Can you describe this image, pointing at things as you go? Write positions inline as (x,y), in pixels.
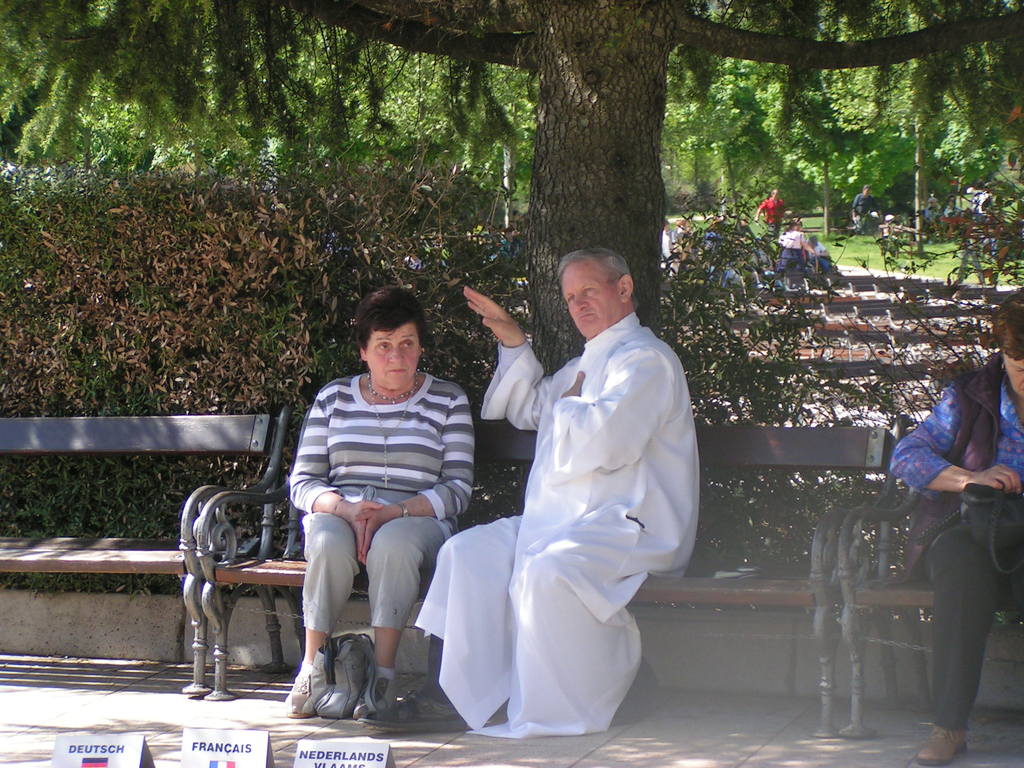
The image is outside of the city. In the image there are three people (953,470) sitting on bench (802,445), in background (498,214) there are some trees (124,106) and plants (341,267) with green leaves (723,287) and pole (923,189) and group of people (854,219) are standing and few people (872,206) are walking at bottom (369,751) we can see a few boards (237,745).
